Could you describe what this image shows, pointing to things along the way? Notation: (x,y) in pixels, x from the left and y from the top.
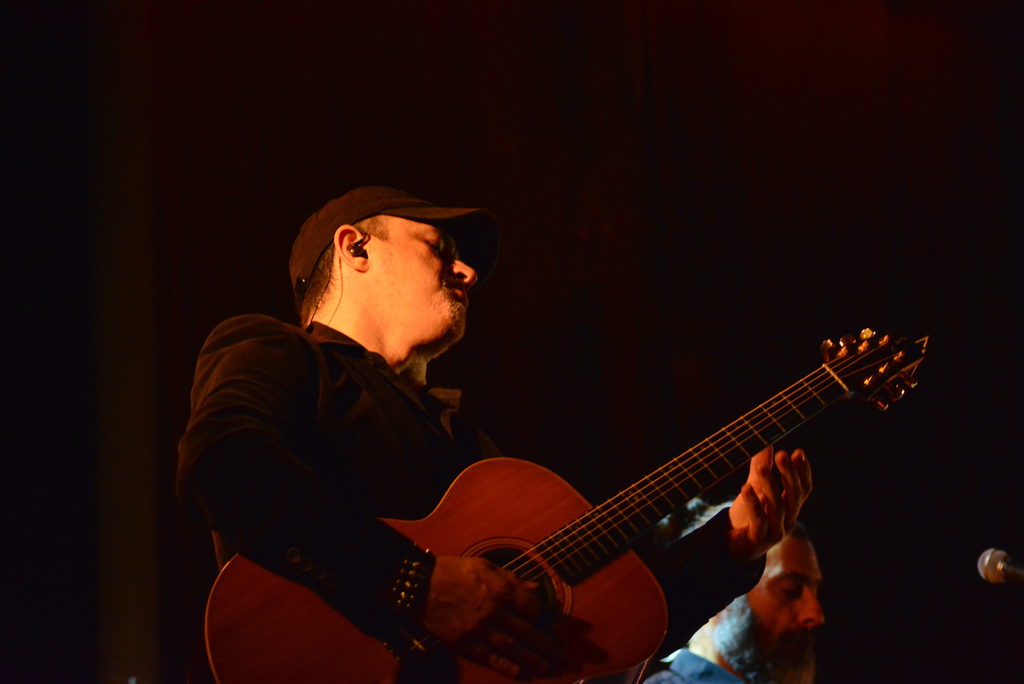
In this image I can see a person (312,393) playing guitar (576,556) and wearing the cap (433,221). Beside of him there is another one. In front of them there is a mic (985,574).
